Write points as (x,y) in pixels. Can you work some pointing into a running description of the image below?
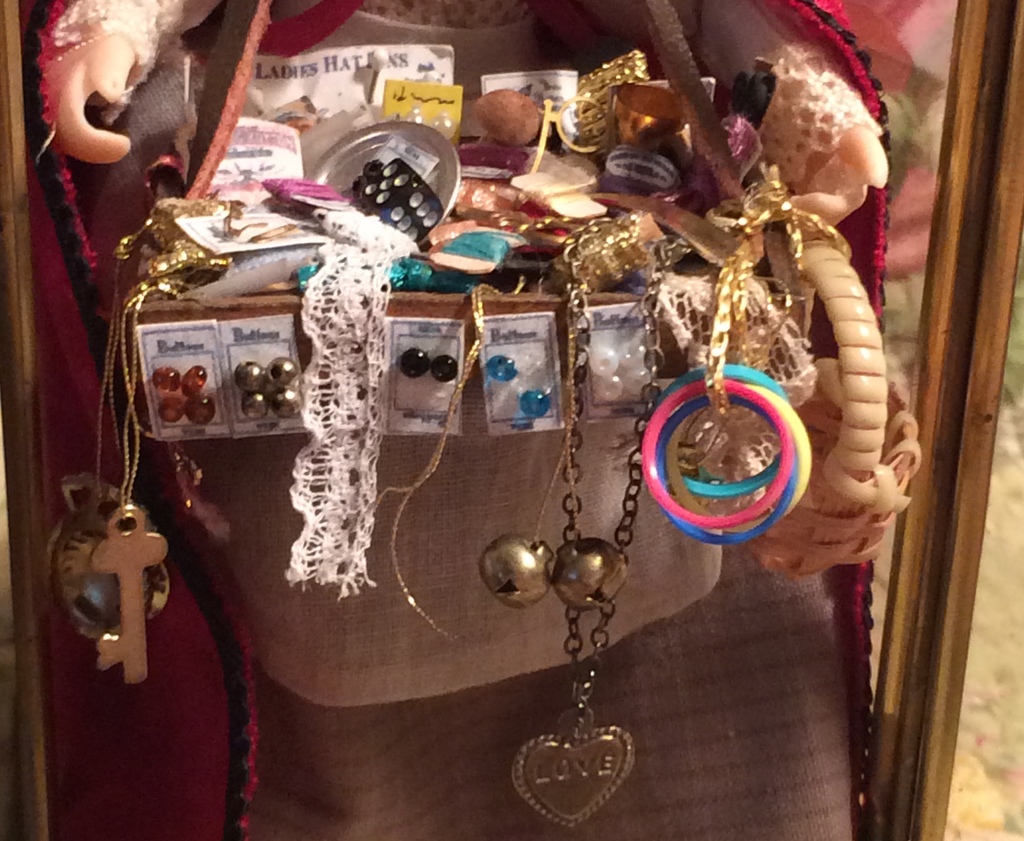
In this picture, we see a grey bag (389,596) containing the earrings (275,376), bands (750,392) in different colors, bracelet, locket (608,737), key (151,553) and a small basket (812,440). We even see some other objects (451,202) in the bag (255,297). Behind that, we see a doll (64,72). On the right side (968,213), we see the wooden stick (923,565) or a pole (940,625).
